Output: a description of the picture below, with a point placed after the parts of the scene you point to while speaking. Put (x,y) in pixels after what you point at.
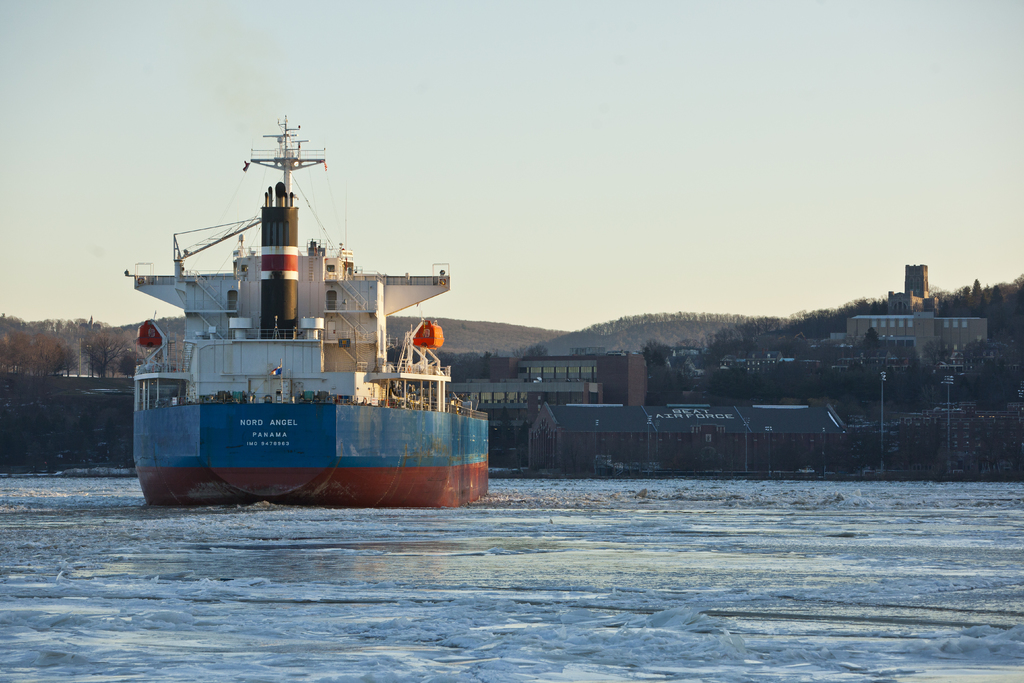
In this image in the front (490,586) there is water (503,586), on the water (571,575) there is a ship (307,360) which is in the center (376,419). In the background (29,339) there are trees (40,345), buildings (612,370) and poles (884,382).
